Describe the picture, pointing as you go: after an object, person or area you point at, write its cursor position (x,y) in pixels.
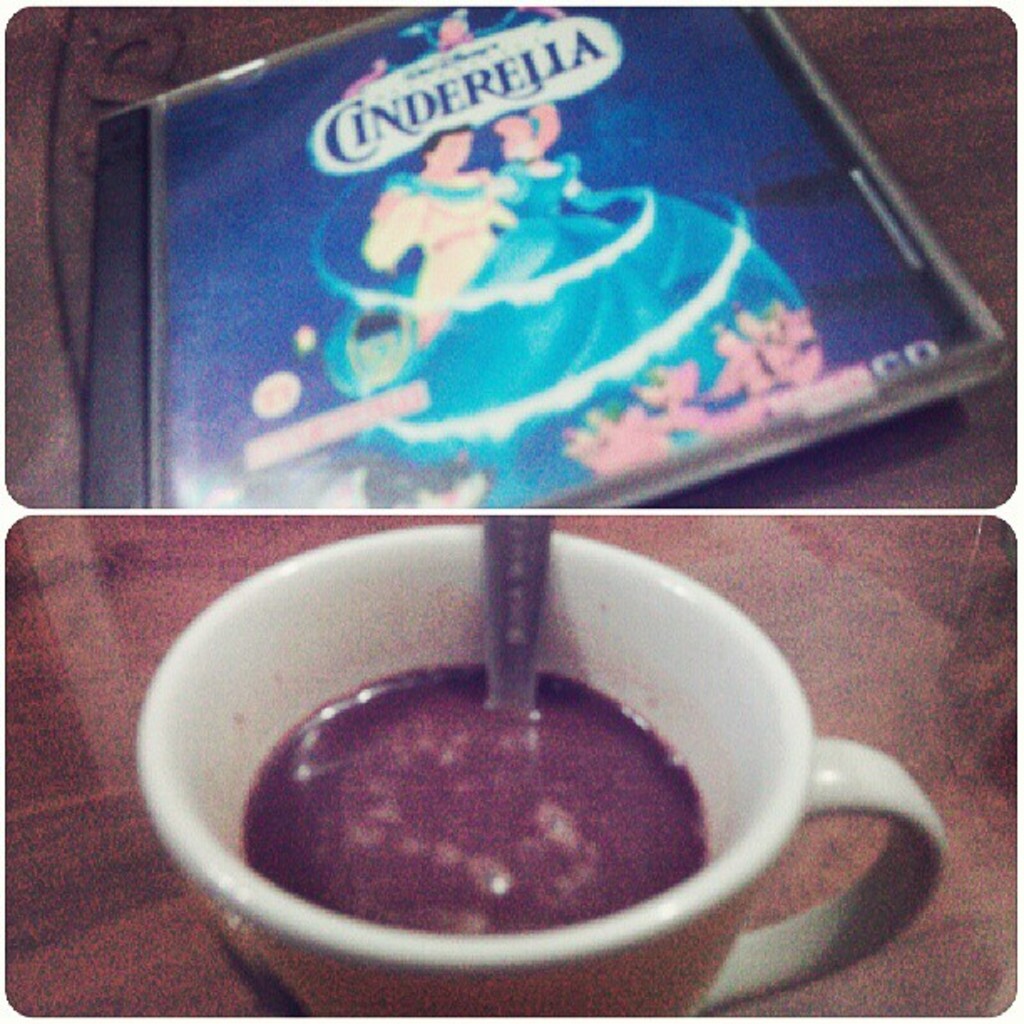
This is the collage of two images. In the first image, we can see CD case (533,201) on the wooden surface (998,288). In the second image, we can see drink (471,745) and spoon (487,611) in a white color cup (660,645). The cup (757,765) is on the wooden surface (51,780).
